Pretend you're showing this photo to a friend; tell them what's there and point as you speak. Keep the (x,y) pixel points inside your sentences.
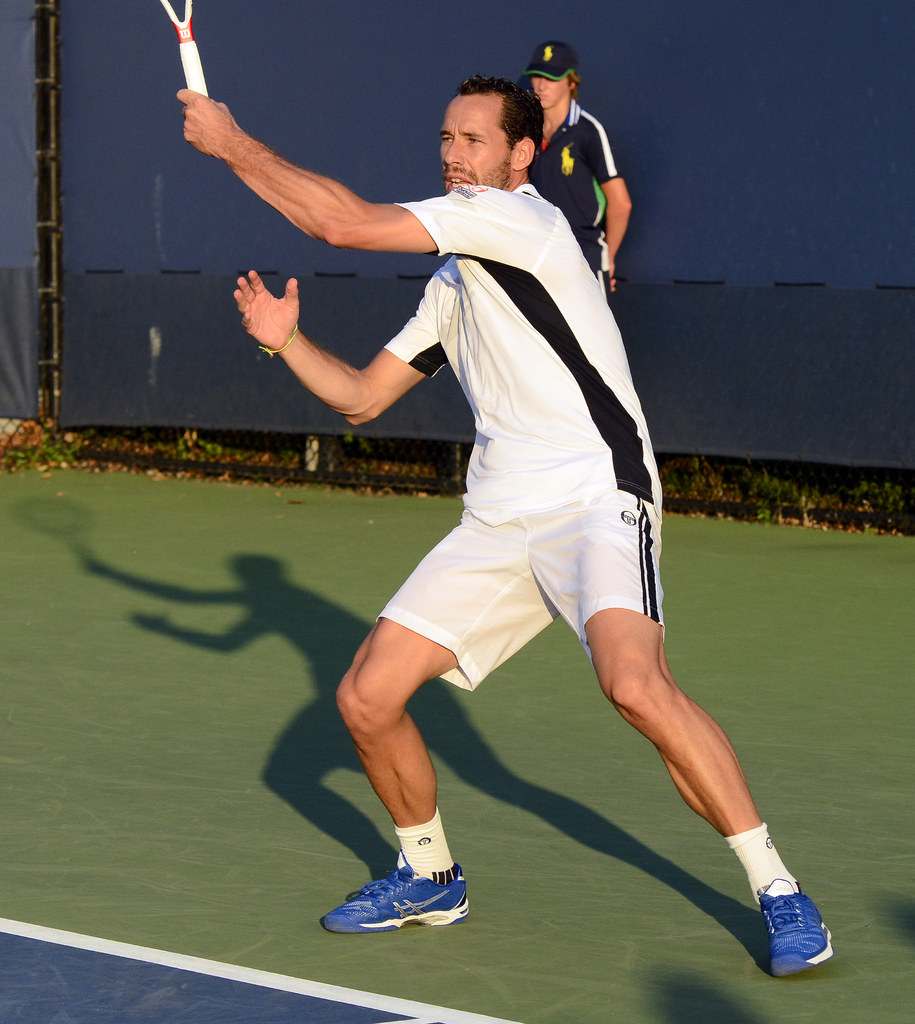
In this image I can see a man (445,182) is standing and also I can see he is wearing sportswear (465,530). In the background (537,84) I can see one more person (561,82) wearing a cap (544,71).
